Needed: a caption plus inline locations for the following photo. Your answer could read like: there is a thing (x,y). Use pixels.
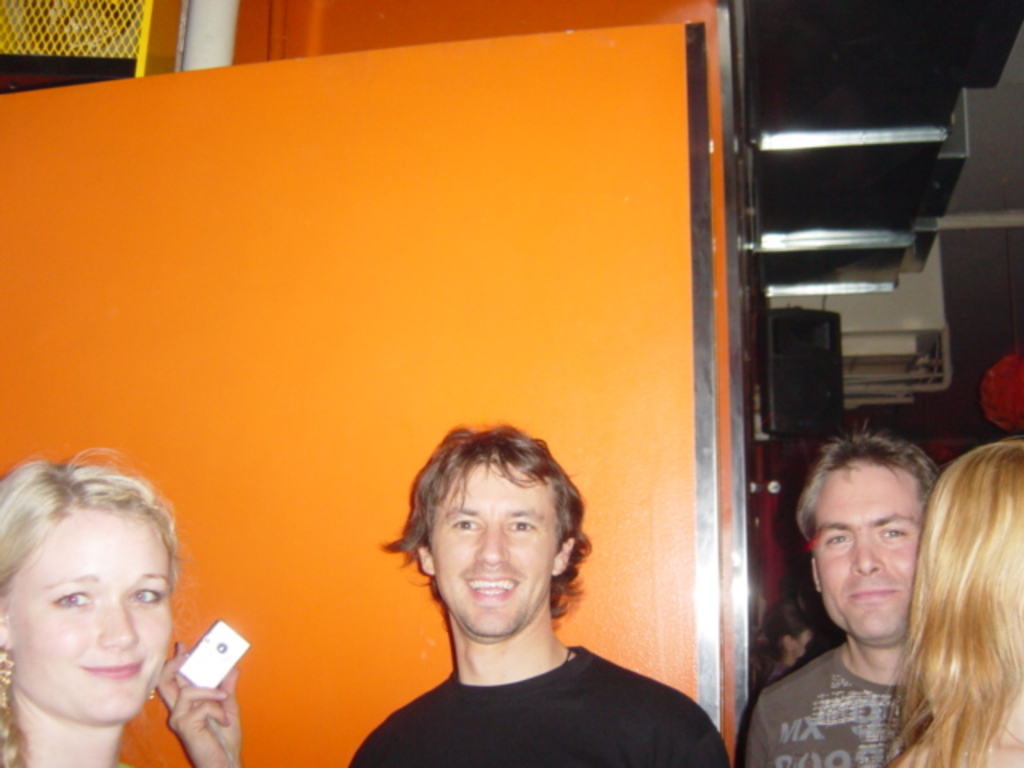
Here in this picture we can see a group of people (117,664) standing over a place and we can see all of them are smiling and the person (88,635) on the left (100,644) is holding something in her hand (199,719) and behind them we can see a wooden wall (644,154) present and on the roof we can see lights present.
